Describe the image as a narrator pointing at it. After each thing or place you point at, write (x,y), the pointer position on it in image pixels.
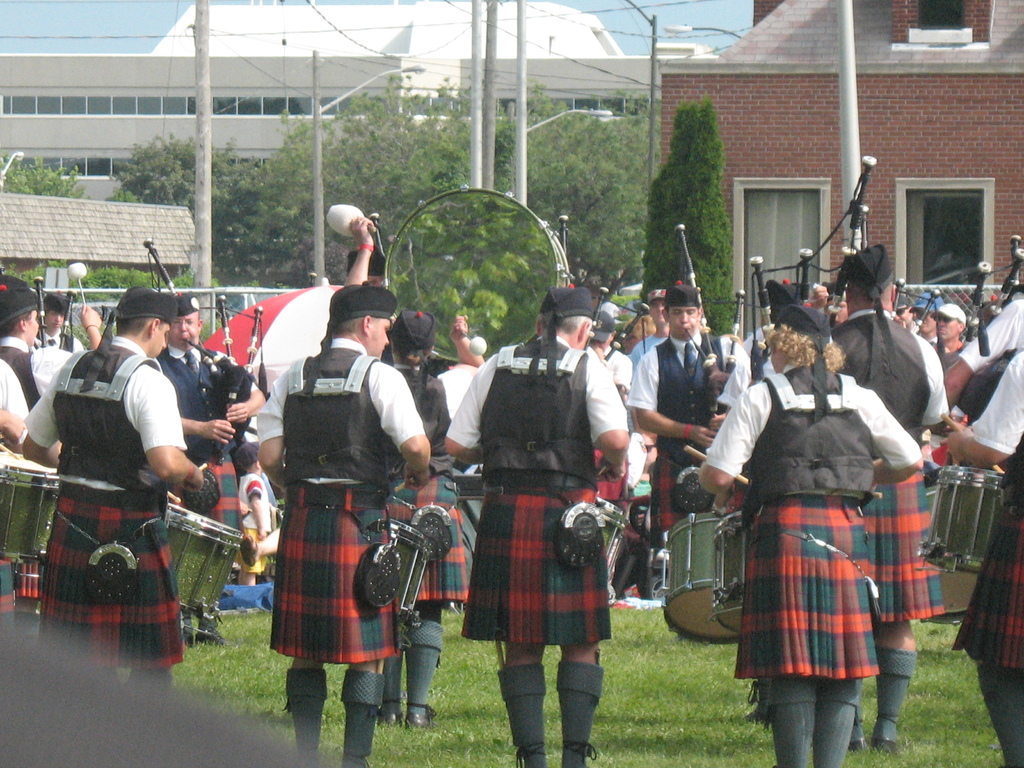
At the bottom of this image (584,534), there are persons (535,348) in the black color jackets (532,344), playing musical instruments (1012,273) on the ground (219,679), on which there is grass (946,662). In the background (938,202), there are trees (332,133), poles (208,137), buildings (72,167) and there is sky (734,1).
